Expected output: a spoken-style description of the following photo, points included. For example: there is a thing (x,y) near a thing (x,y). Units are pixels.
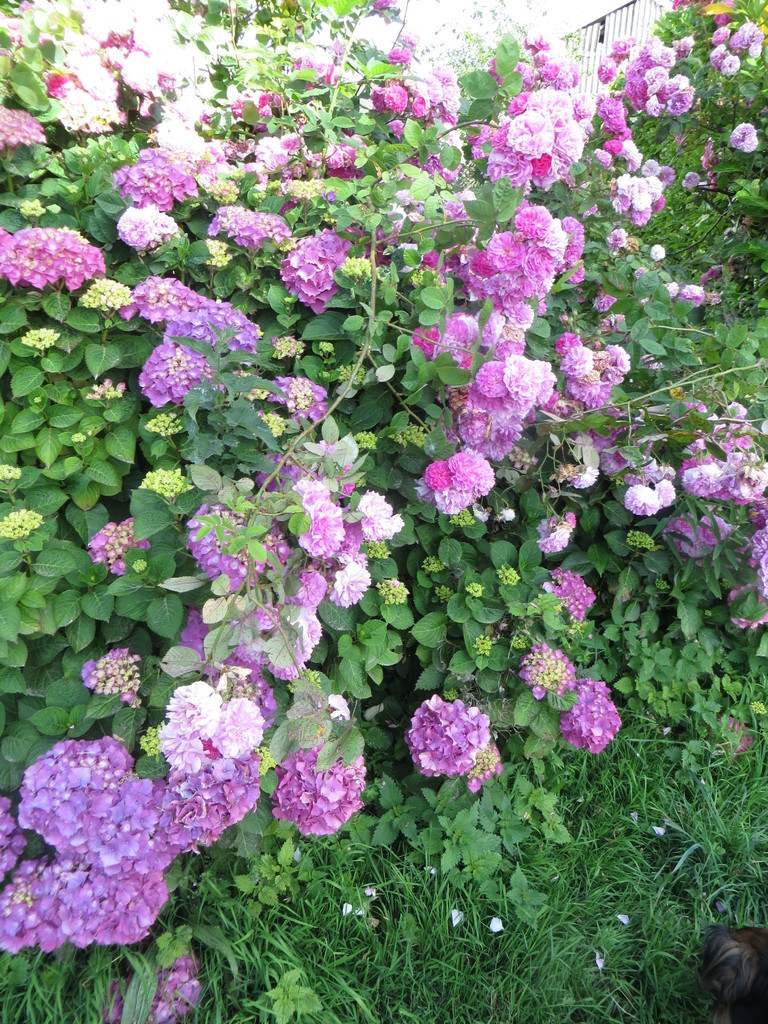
In this image we can see some plants (301,434) with flowers (336,568) and the grass (540,855).
